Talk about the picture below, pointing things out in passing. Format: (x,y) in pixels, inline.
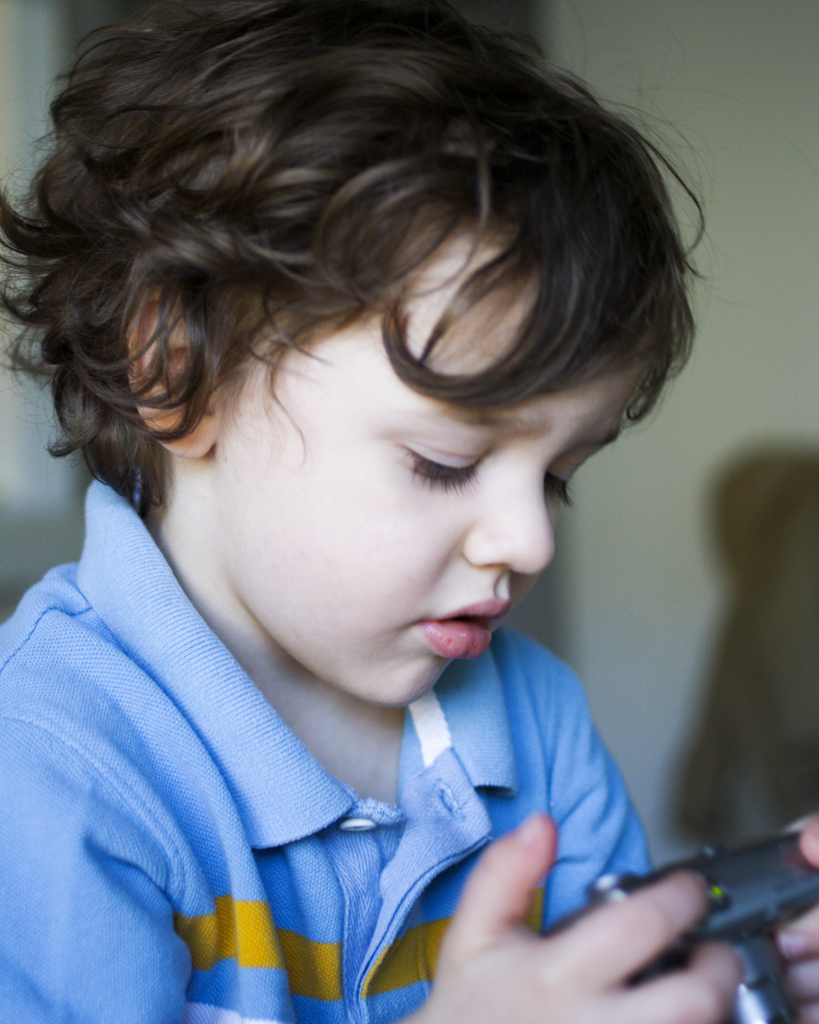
In the image in the center (442,645), we can see one kid (451,801) holding some object (767,1010). In the background (734,340) there is a wall (782,290).
